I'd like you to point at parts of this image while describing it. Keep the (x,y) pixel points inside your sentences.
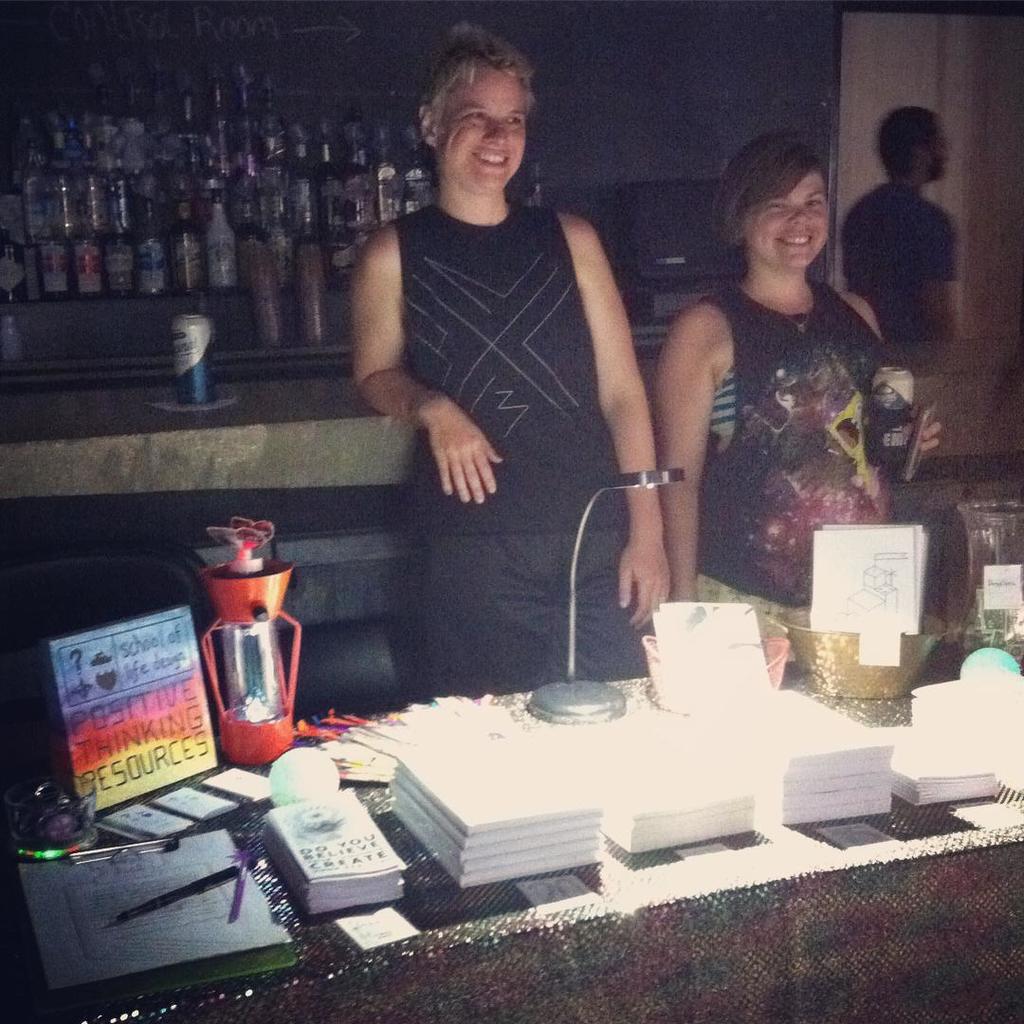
In the picture we can see two women (871,515) are standing near to the desk (451,987), on the desk (936,826), we can see some things (555,824) like papers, boxes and in the background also we can see a desk (139,311) and bottles (224,214) on it and we can also see a person (905,117) standing.
